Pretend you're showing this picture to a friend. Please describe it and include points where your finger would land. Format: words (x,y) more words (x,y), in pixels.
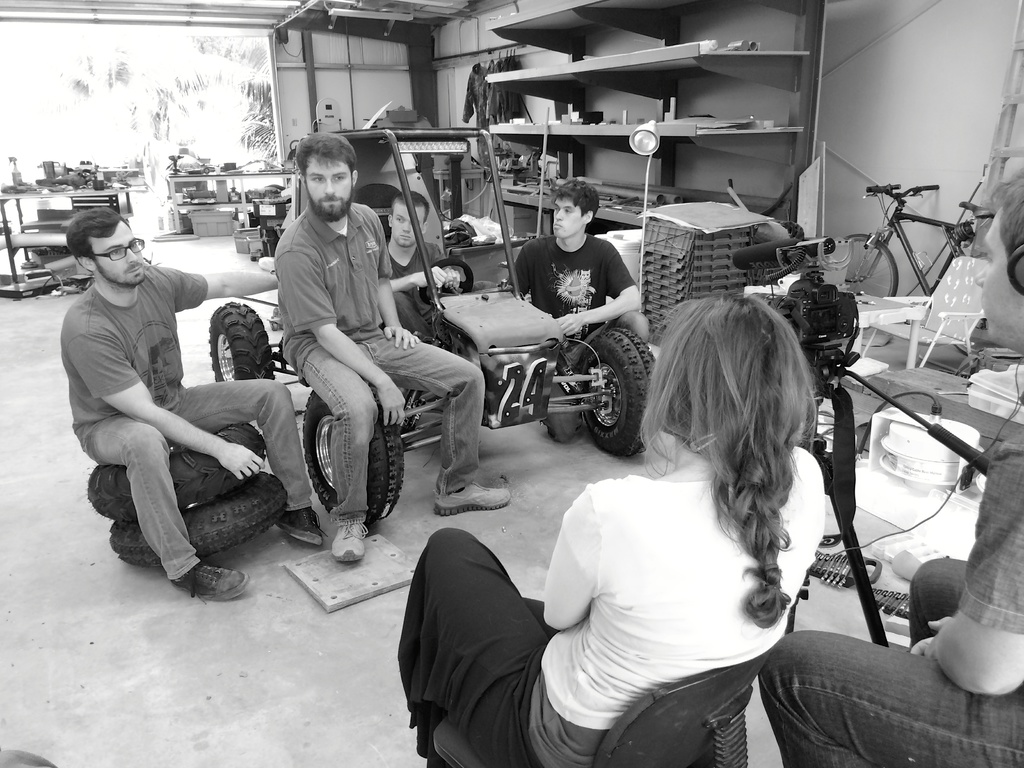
This is a black and white image. People (435,562) are sitting in a room (322,551). A person (416,290) is sitting inside a vehicle (499,336). 2 people (341,358) are sitting on the tyres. Behind them there are shelves (549,209) and there are chairs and a bicycle (866,259) at the right (866,259).
